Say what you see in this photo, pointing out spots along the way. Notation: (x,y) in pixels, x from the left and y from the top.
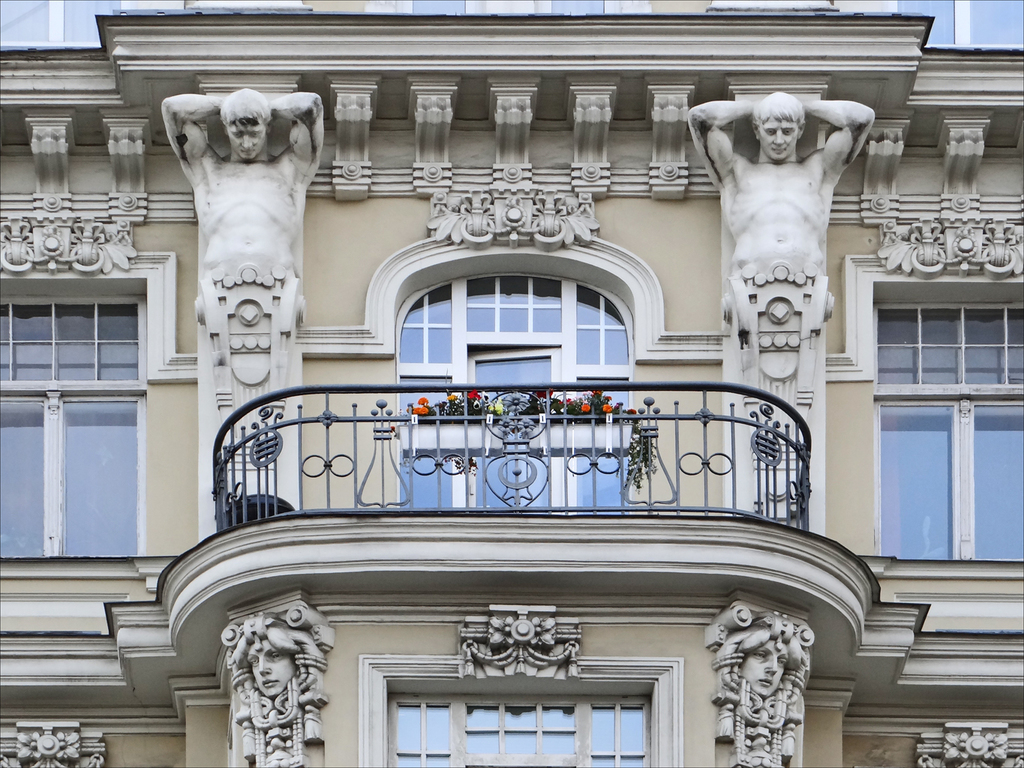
In this image I see a building (182,264) and I see 2 sculptures (284,194) over here and I see the windows (971,446) and I see flowers (490,410) over here which are colorful.
